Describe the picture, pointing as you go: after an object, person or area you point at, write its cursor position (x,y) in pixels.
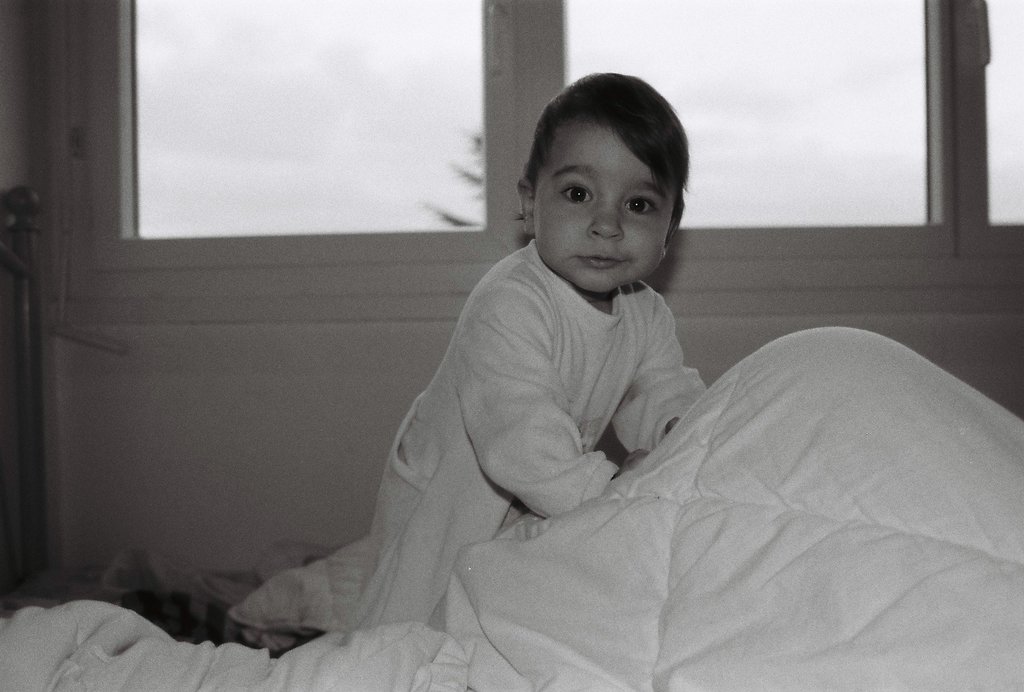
This is a black and white image. In this image there is a child (540,402). In the back (289,247) there are windows (862,132). Near to the child (507,393) there is a bed sheet (709,553).
